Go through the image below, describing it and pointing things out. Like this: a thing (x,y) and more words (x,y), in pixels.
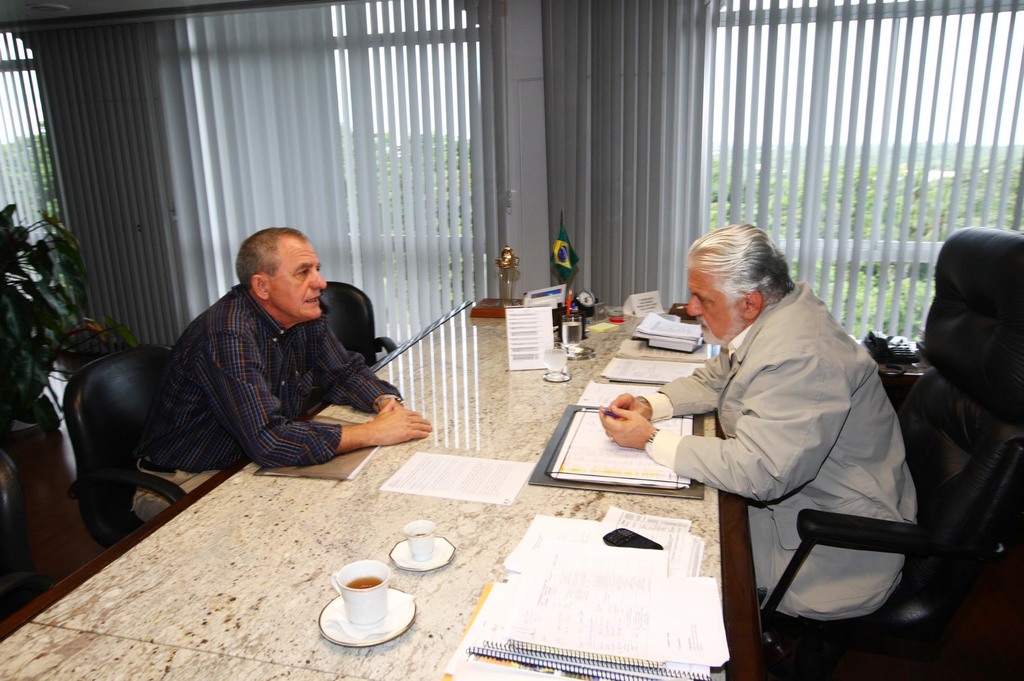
In this image, two peoples (223,396) are sat on the chair (949,486). In the middle (486,427), there is a table (499,430), few items (452,461) are placed on it. On left side (35,365), we can see plant (21,356). Background (958,184), there is a window shade (763,127) and some trees (967,170) we can see.
